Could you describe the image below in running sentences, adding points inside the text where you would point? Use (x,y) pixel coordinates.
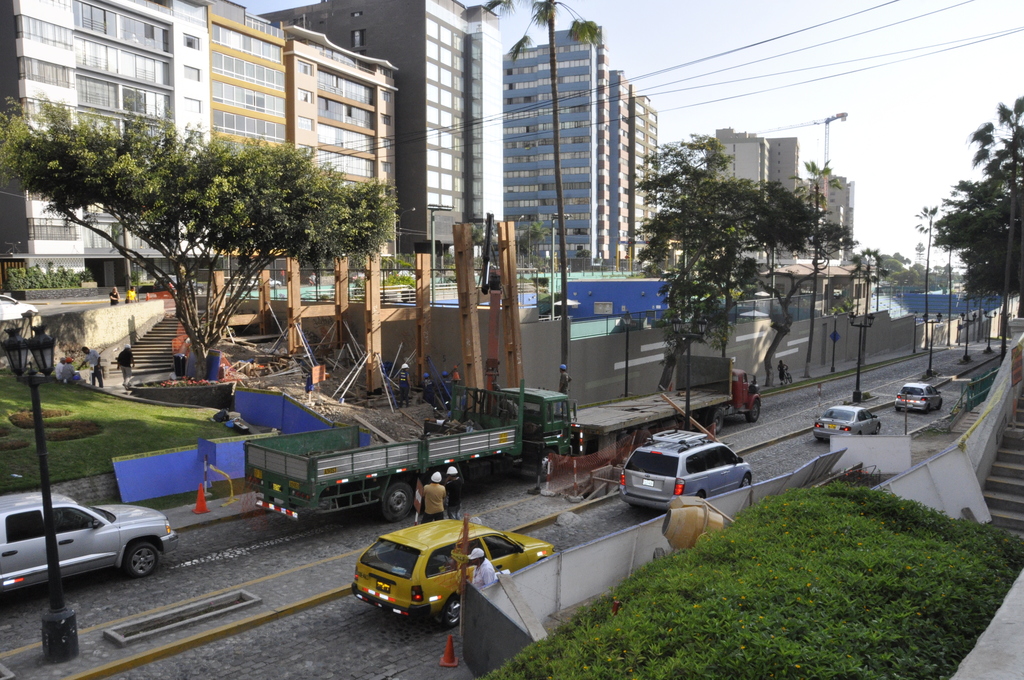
In this image there are buildings (535,174) and trees (1003,130). We can see wires (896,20). At the bottom (83,533) there are vehicles (80,556) on the road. We can see people (96,382). There are stairs (166,359). We can see poles (52,578). At the bottom (782,611) there is grass (801,589). In the background (800,153) there is sky (836,84).
